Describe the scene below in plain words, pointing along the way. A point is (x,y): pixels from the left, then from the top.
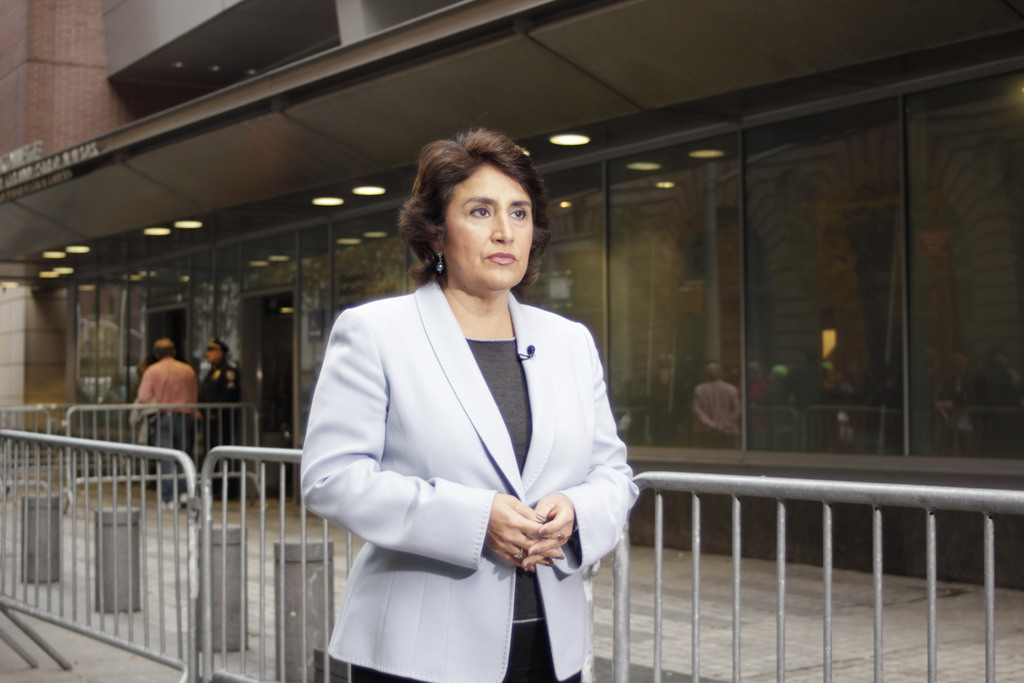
This image consists of a woman (552,447) wearing a gray color suit (503,486) is standing. Behind her there is a fencing (188,556). In the background (312,218), there is a building (914,282).
